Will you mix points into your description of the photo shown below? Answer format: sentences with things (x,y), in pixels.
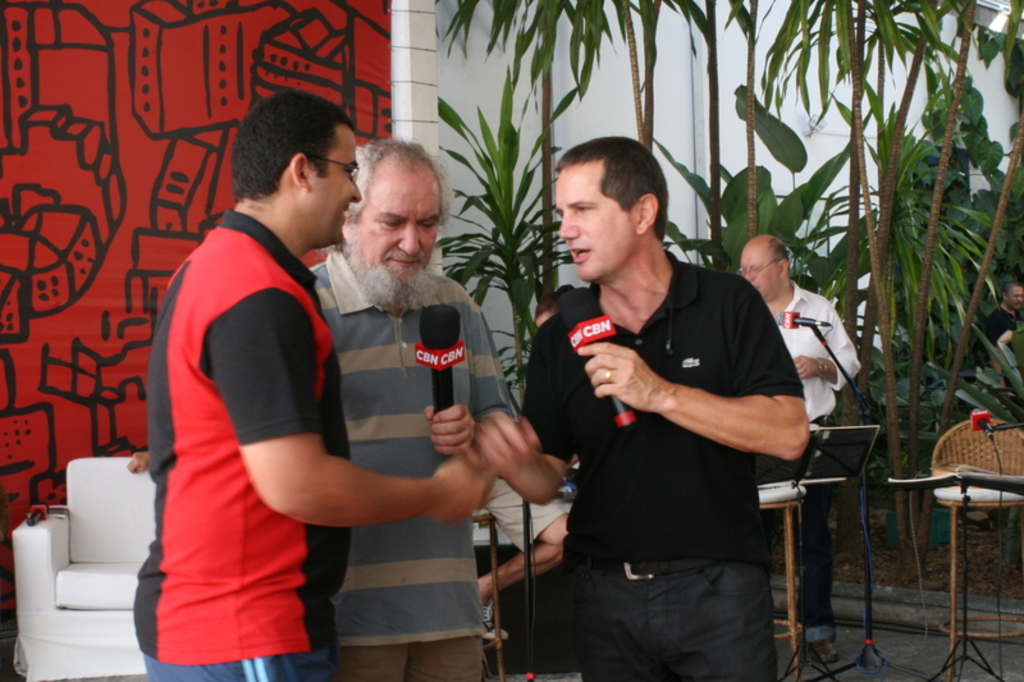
In this image I can see three people (484,407). Among them two people (560,378) are holding the mic (602,330). At the back of them there is a couch (67,548) and the wall (61,141). At the right (770,302) there is a person (834,315) standing. At the back of that person (790,299) there are some trees (857,161). In the trees (965,298) I can see one person (1005,329) standing.
